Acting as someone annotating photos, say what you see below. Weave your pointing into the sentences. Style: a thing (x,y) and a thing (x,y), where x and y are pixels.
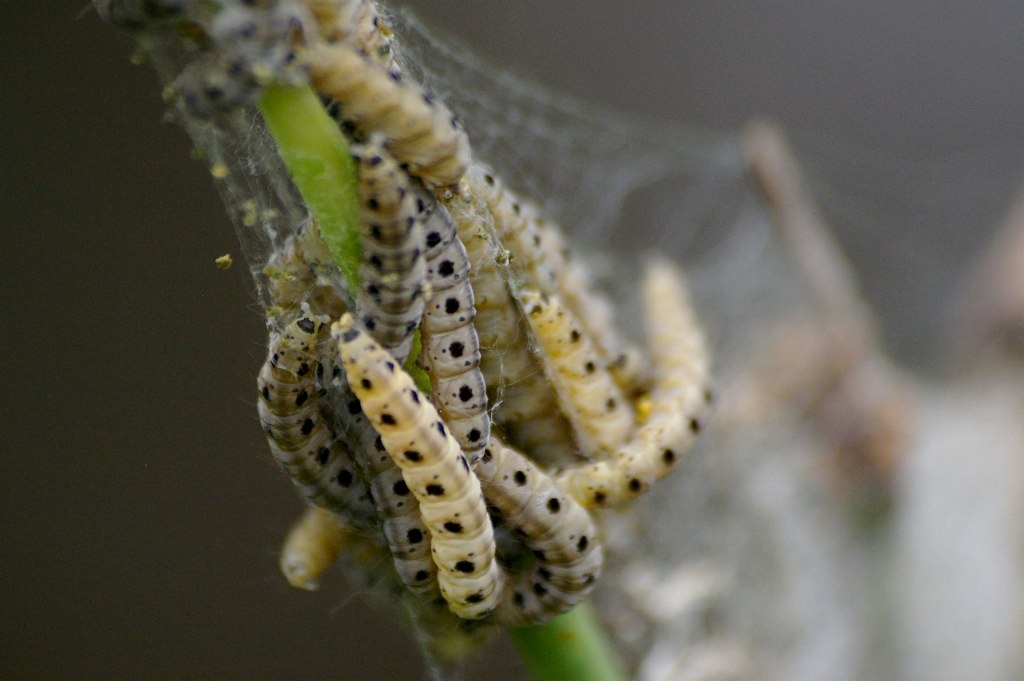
In this picture we can see a group of insects (387,369) on a stem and in the background (811,351) it is blurry.
